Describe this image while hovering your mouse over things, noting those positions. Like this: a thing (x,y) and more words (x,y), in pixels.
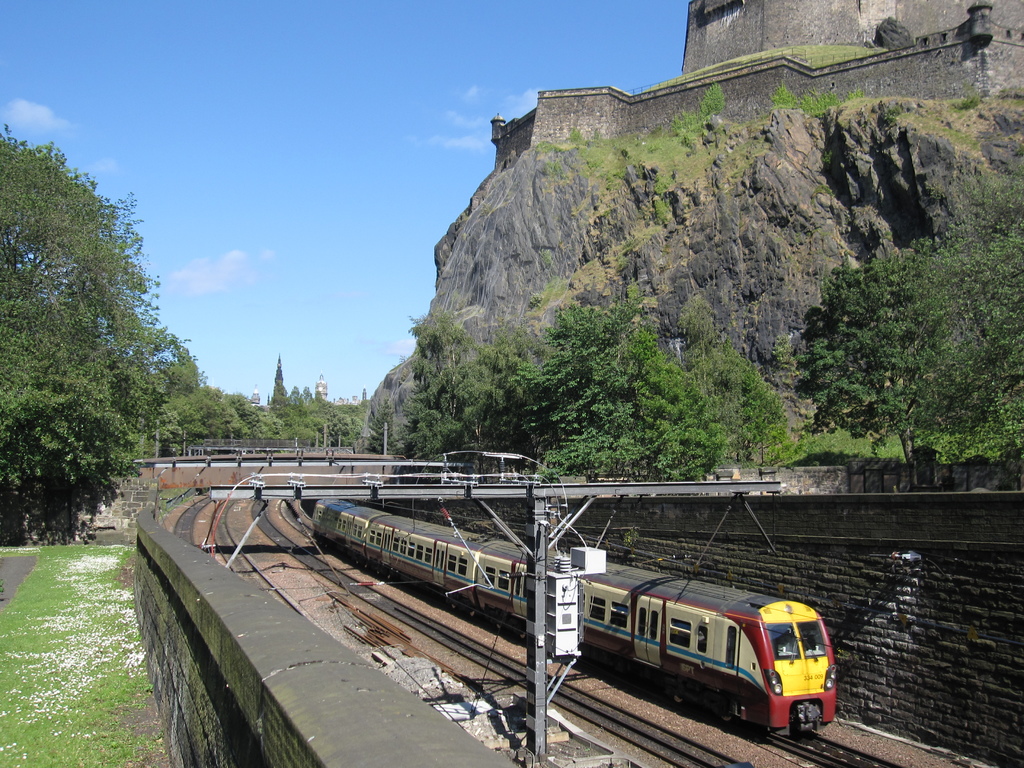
In this image I can see a train (587,598) on the railway track (713,750). On the left (107,410) and right side (742,401), I can see the trees (676,424). I can see the rock (534,327). In the background (324,238), I can see the clouds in the sky (402,134).
